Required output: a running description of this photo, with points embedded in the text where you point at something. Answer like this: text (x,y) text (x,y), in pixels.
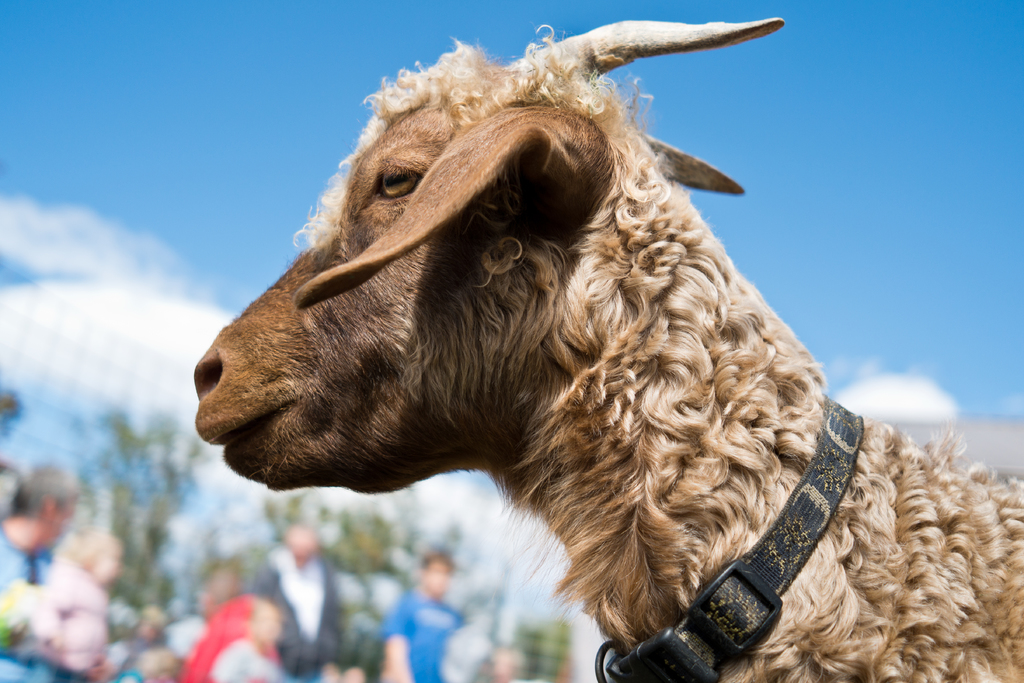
In this image I can see an animal (904,496) in the front (874,501). A belt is tied to its neck (852,506). The background (334,530) is blurred.
